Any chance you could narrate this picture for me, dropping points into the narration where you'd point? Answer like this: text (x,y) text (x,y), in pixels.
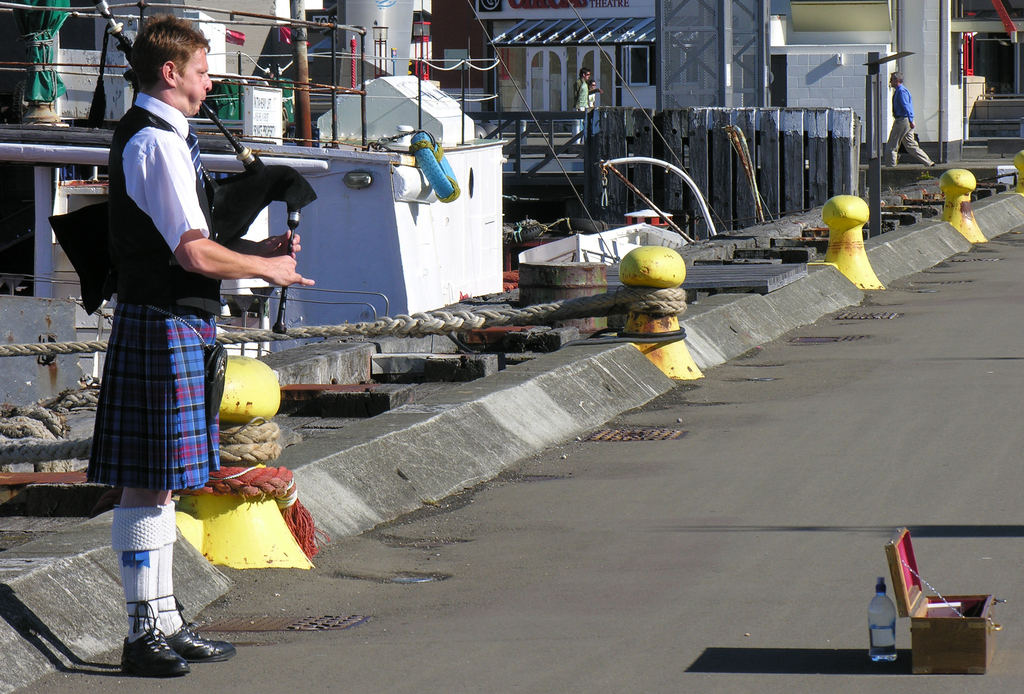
This picture describes about group of people (279,252), in the left side of the image (215,316) we can see a man (152,340), he is playing a musical instrument (214,216), in front of him we can see a box (920,580) and a bottle (886,630), behind to him we can find few ropes (362,325) and metal rods (300,25), in the background (795,21) we can see few houses (570,51).
